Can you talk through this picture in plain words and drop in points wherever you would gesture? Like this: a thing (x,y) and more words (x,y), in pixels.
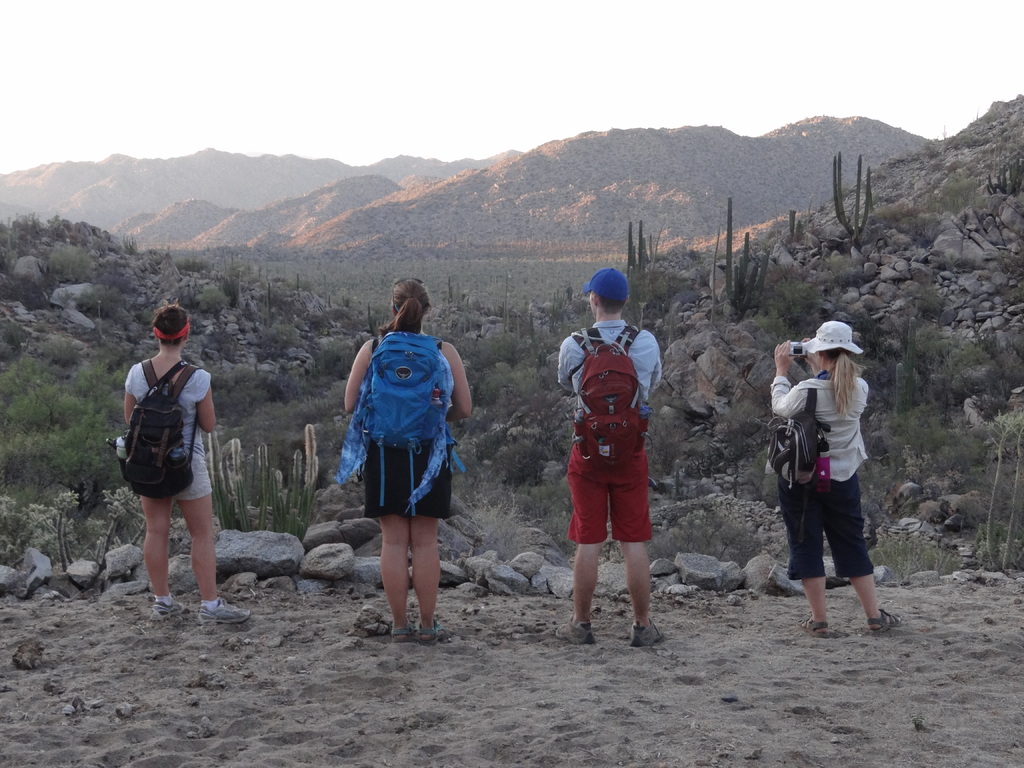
In front of the image there are four people (408,505) wearing a bag (581,420). At the bottom of the image (624,703) there is sand (641,702) on the surface (572,688). There are plants (90,483). In the background of the image (524,227) there are mountains (284,183). At the top of the image (411,35) there is sky (454,24).
